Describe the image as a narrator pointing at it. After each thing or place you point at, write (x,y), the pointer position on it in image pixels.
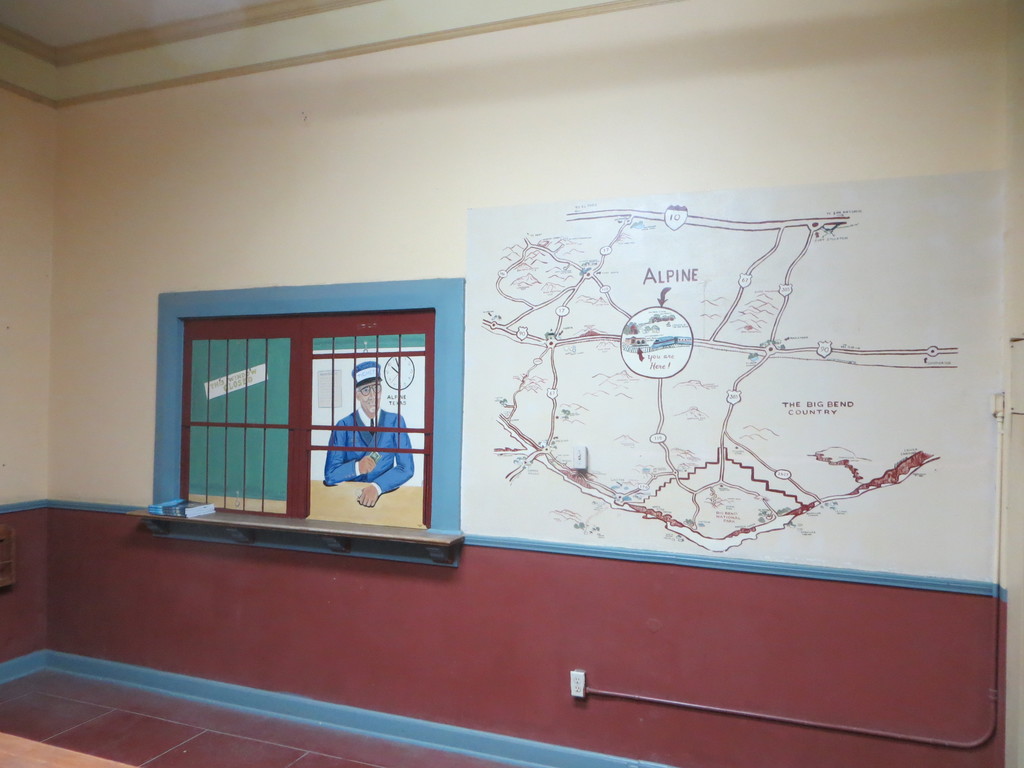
In the foreground of this image (219,326), there is a wall (400,188). On the wall (435,212), there is a painting (275,473) and a map (694,436). On the top (107,9), there is the ceiling (88,16).
